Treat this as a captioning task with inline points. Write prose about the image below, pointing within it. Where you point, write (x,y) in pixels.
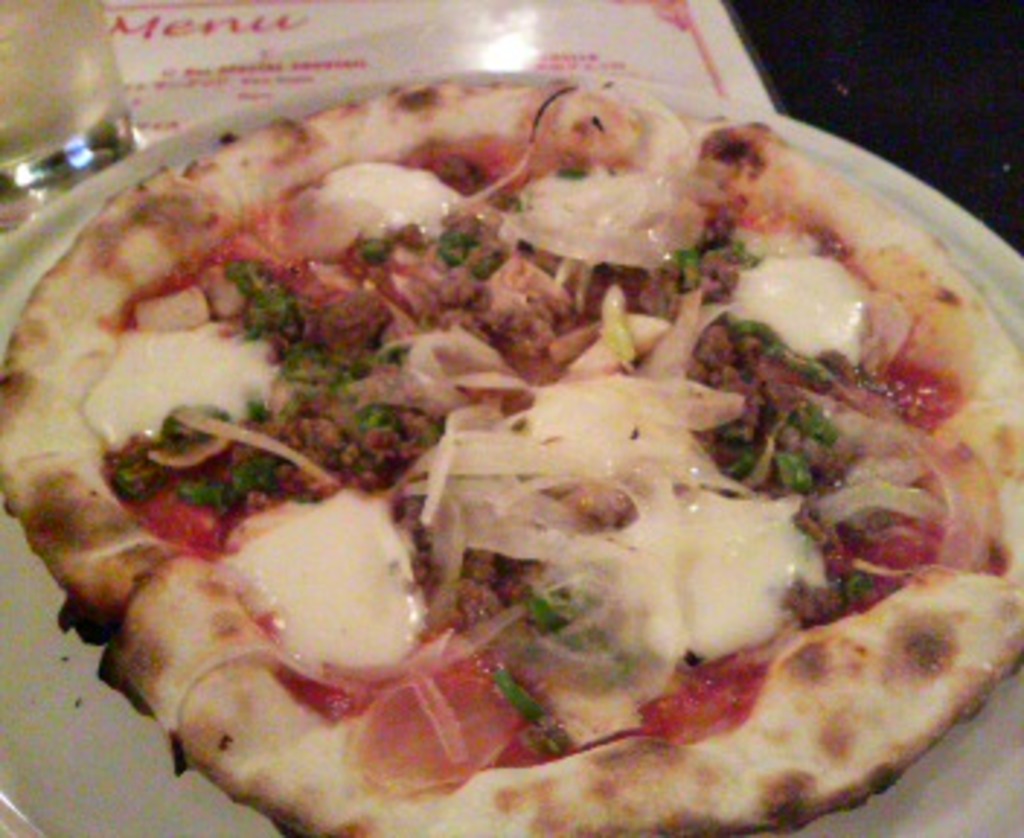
In this picture I can see the pizza (544,470) in a white plate (828,149), beside that I can see the paper (226,101) and glass (13,96) on the table (970,174).
